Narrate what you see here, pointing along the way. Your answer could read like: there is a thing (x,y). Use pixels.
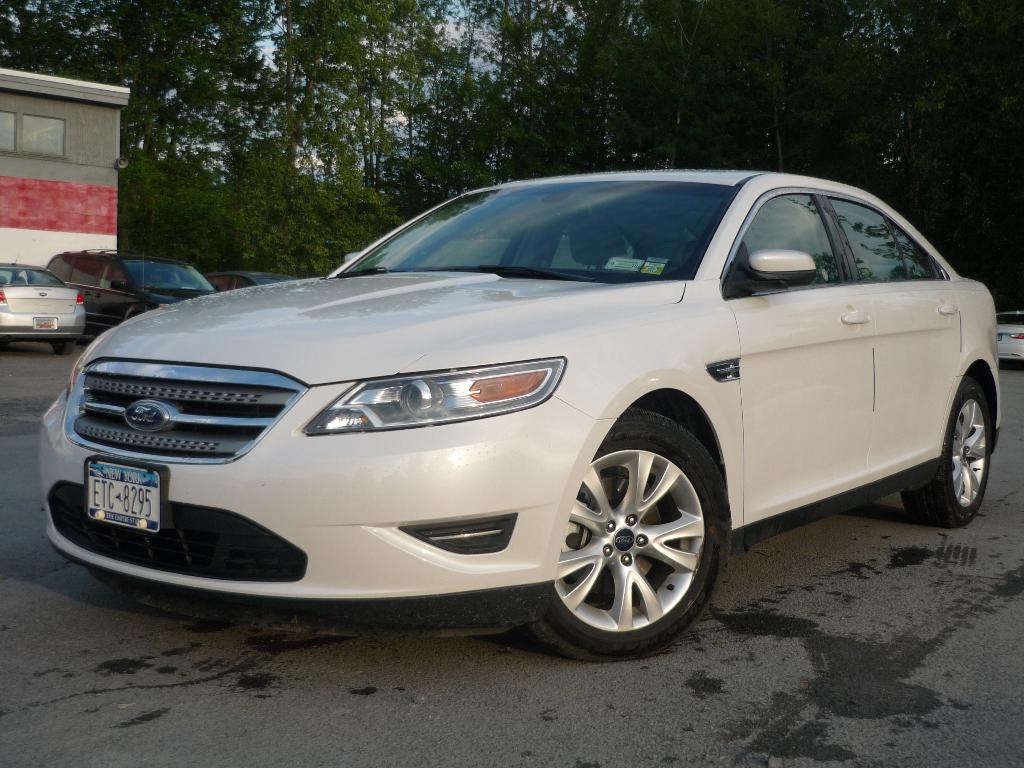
In this image I can see a car (445,420) which is white and black in color on the road (786,593). In the background (96,326) I can see few other cars (62,326) on the road (846,664), a building (103,172), few trees (280,138) which are green in color and the sky (499,57).
